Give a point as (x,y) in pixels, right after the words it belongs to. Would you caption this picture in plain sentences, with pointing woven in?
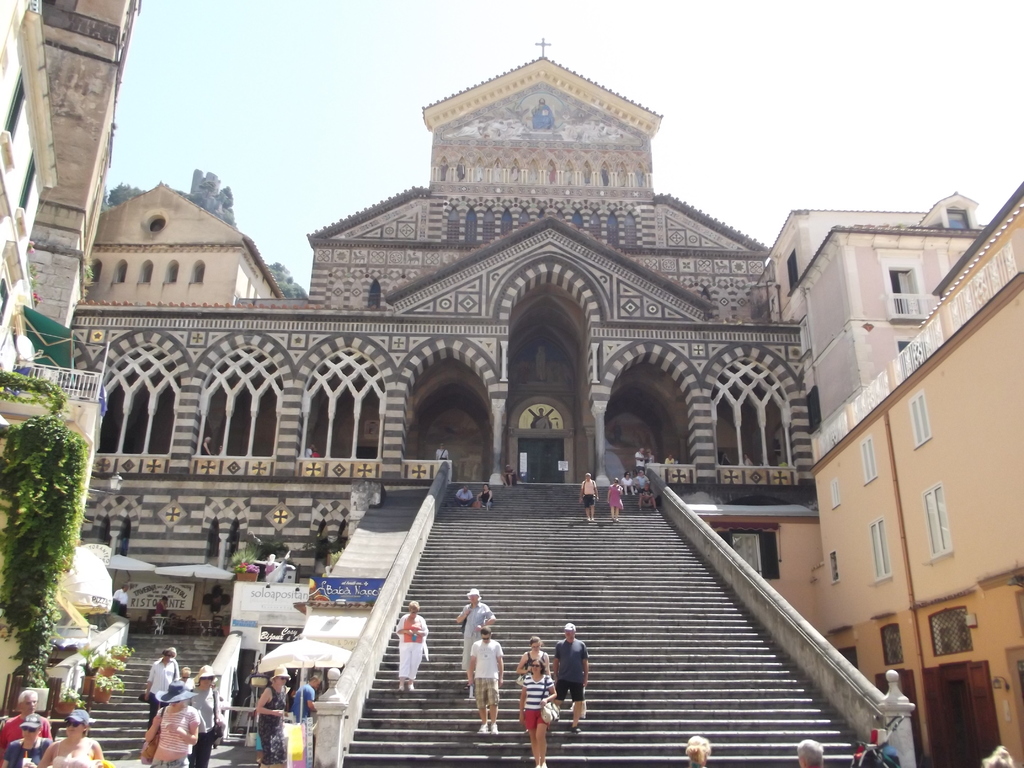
In this image there are people (175,741) walking on the stairs (650,660). There are tents (107,589). On the left side of the image (11,455) there are flower pots (105,690), plants (77,700). In the background of the image (436,399) there are buildings (506,366) and sky (815,97).
